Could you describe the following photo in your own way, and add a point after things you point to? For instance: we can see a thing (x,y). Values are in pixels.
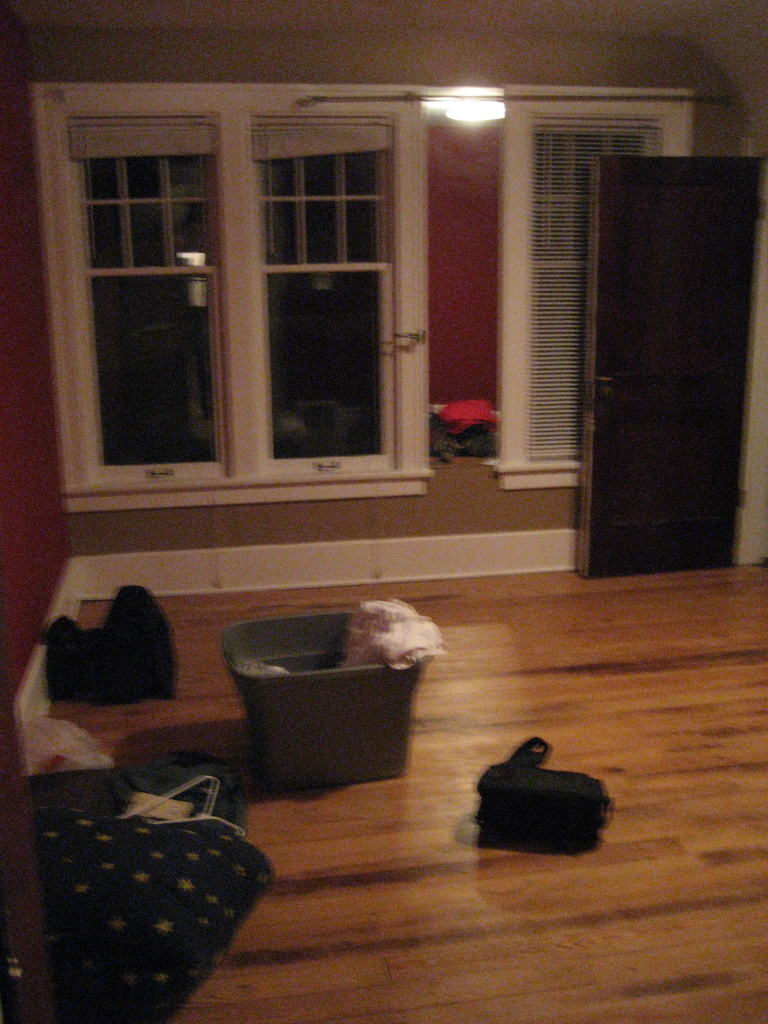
In this image we can see a basket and a few more things (177,774) kept on the wooden floor (626,780). In the background (286,136), we can see glass windows (127,454) and the door (633,448) here.
